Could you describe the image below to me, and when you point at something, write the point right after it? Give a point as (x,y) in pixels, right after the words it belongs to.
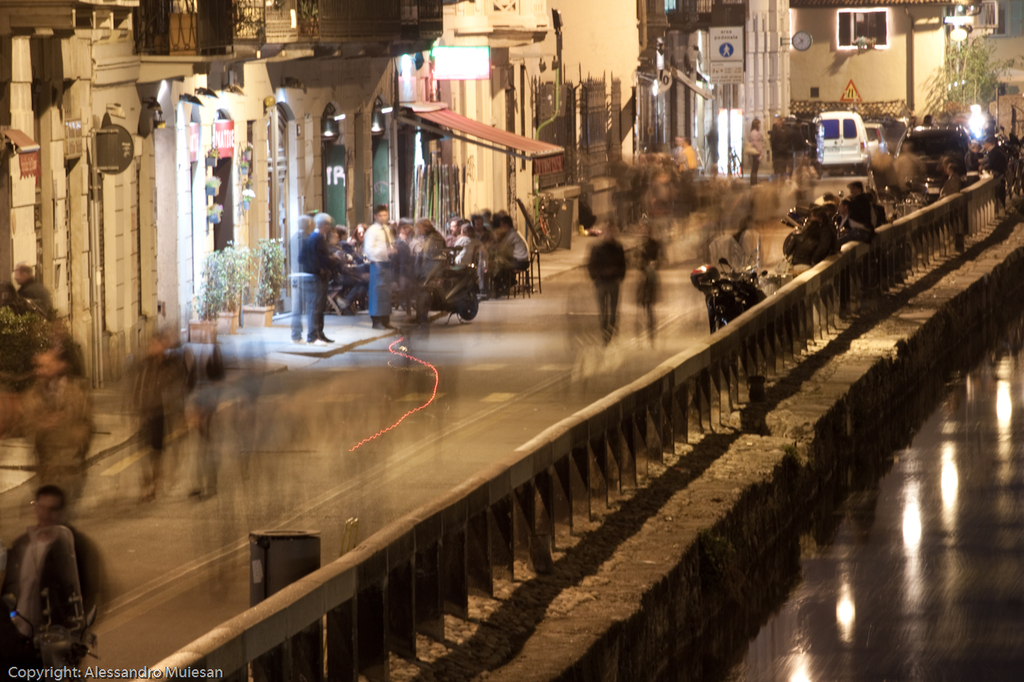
As we can see in the image there is water (855,655), fence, buildings (231,80), lights (203,106), few people (140,401) here and there, poster (734,55) and vehicle (825,150).
